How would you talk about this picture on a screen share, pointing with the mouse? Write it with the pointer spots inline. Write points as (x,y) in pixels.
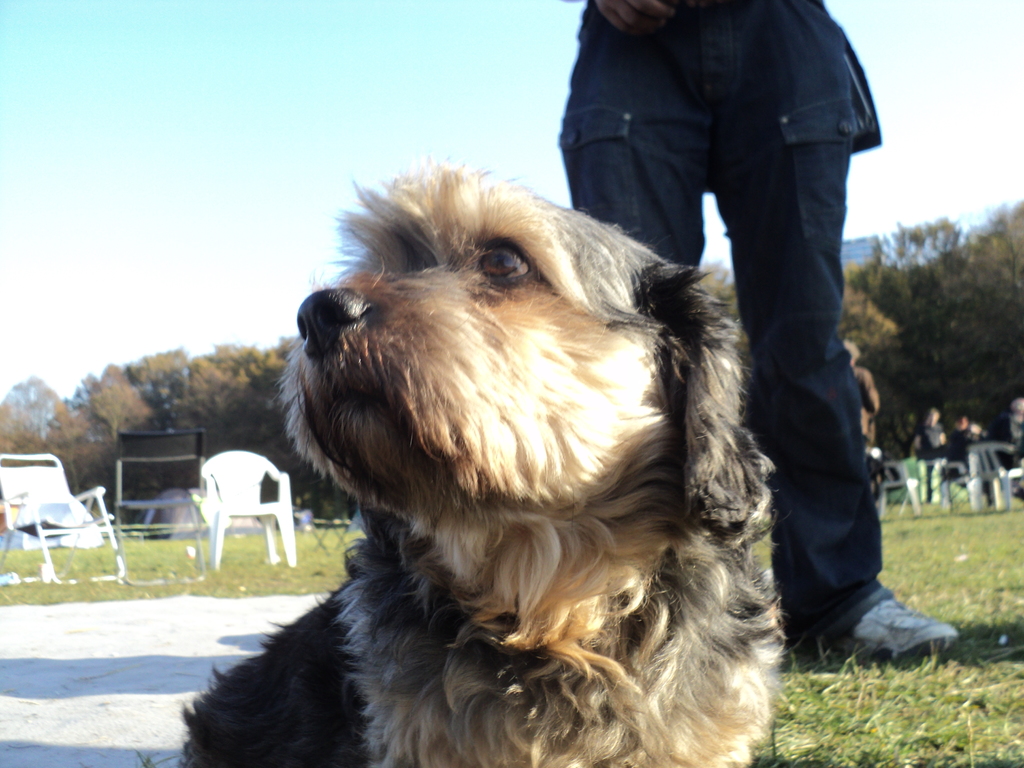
In the foreground of the image (535,356) there is a dog (601,257). There is a person (790,35) standing on the grass (847,716). In the background of the image (912,376) there are chairs (27,492), trees (237,352), sky (197,163).
